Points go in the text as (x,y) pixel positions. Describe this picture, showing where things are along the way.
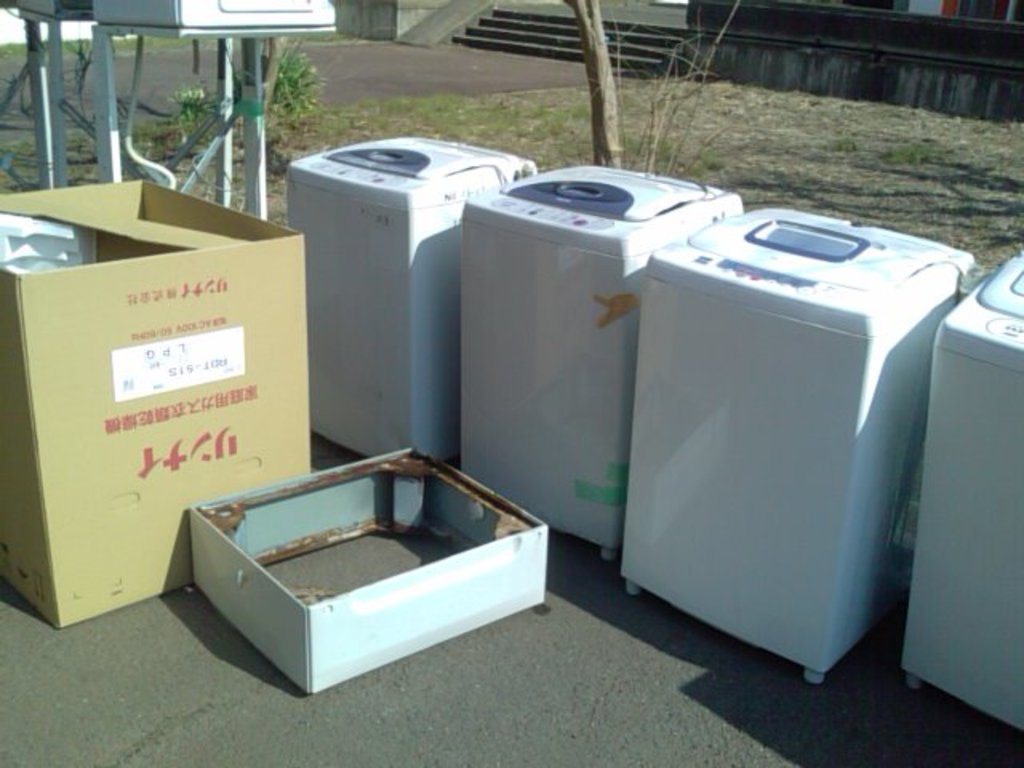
Here in this picture we can see white colored washing machines (621,294) present on the road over there and beside that we can see cardboard boxes (135,411) present and behind that we can see plants (307,108) and trees (610,116) present here and there and we can see the ground (518,118) is covered with grass (624,112) all over there and on the left side (250,113) we can see a stand (106,110) present over there and in the far we can see steps (659,45) present.
